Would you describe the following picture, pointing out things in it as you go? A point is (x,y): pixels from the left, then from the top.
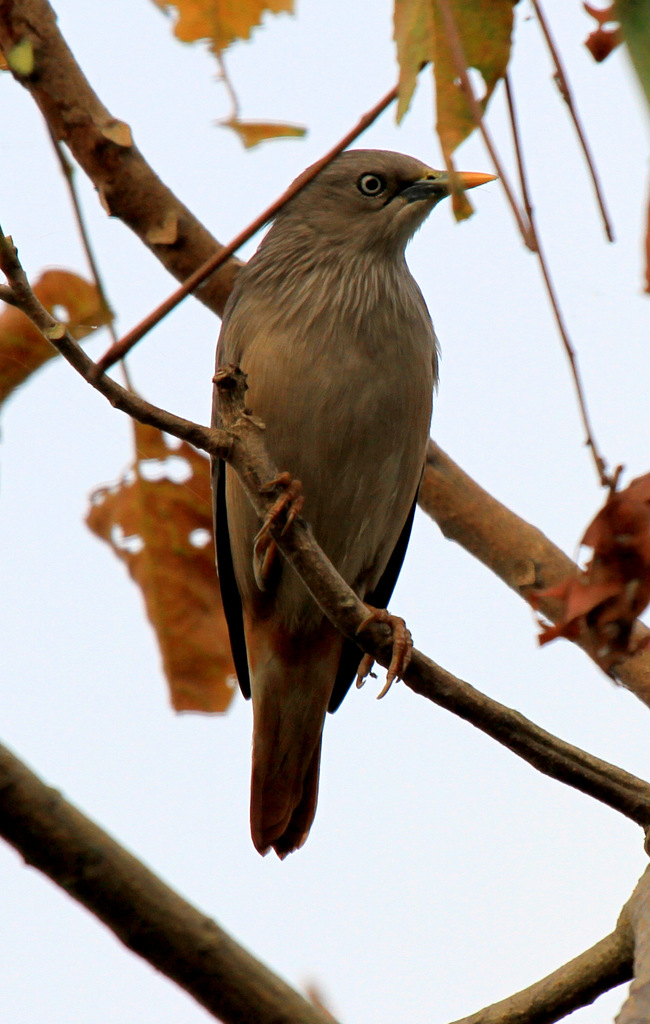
In this image there is a bird (305,438) standing and there are leaves (117,513) and there are tree trunks (453,514).
